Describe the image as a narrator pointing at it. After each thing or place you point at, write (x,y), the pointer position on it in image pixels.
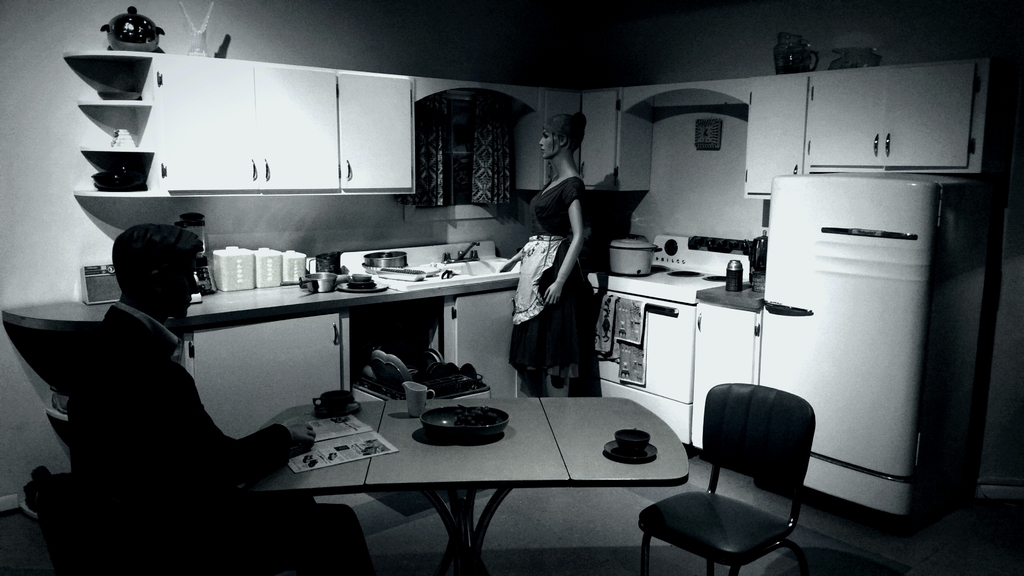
In this image I see a man (155,327) and woman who are statues (116,570) and this man (277,438) is sitting in front of a table (492,480) on which there are few things (628,430) and on this counter top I see many things (765,244) and there are cabinets (114,53) over here and I see a fridge (843,486) and I can also see there is a chair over here.
